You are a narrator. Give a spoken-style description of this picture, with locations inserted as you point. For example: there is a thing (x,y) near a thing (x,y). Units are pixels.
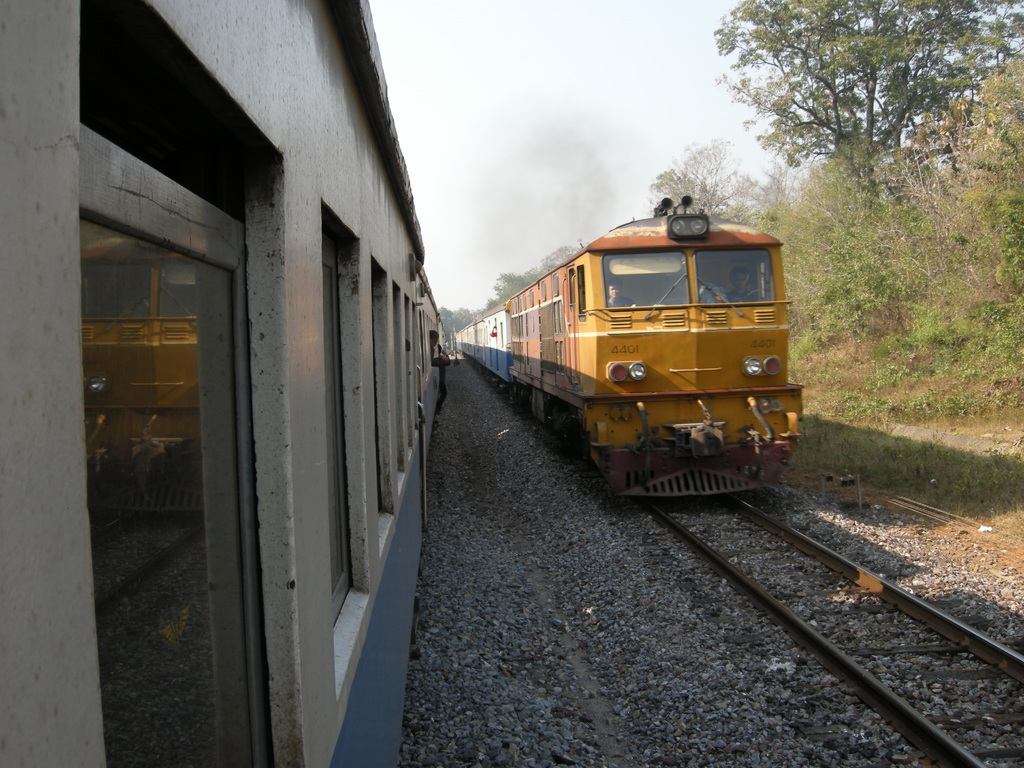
In this image we can see two trains (600,355) on the tracks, there are some trees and plants (920,247), in the background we can see the sky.
